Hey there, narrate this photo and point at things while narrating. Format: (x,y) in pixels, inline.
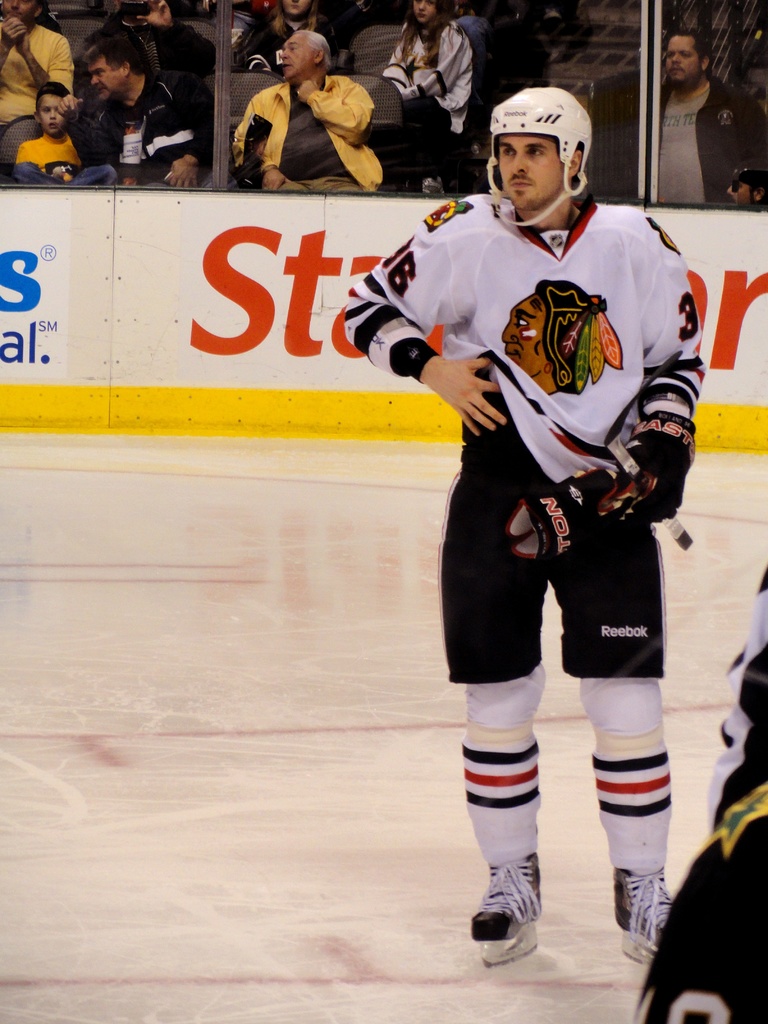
In this picture we can see people (163,68), chairs (401,124) and hoardings (290,239). In the front of the image (558,185) a person (582,405) wore a glove (652,485) and helmet (539,97).
